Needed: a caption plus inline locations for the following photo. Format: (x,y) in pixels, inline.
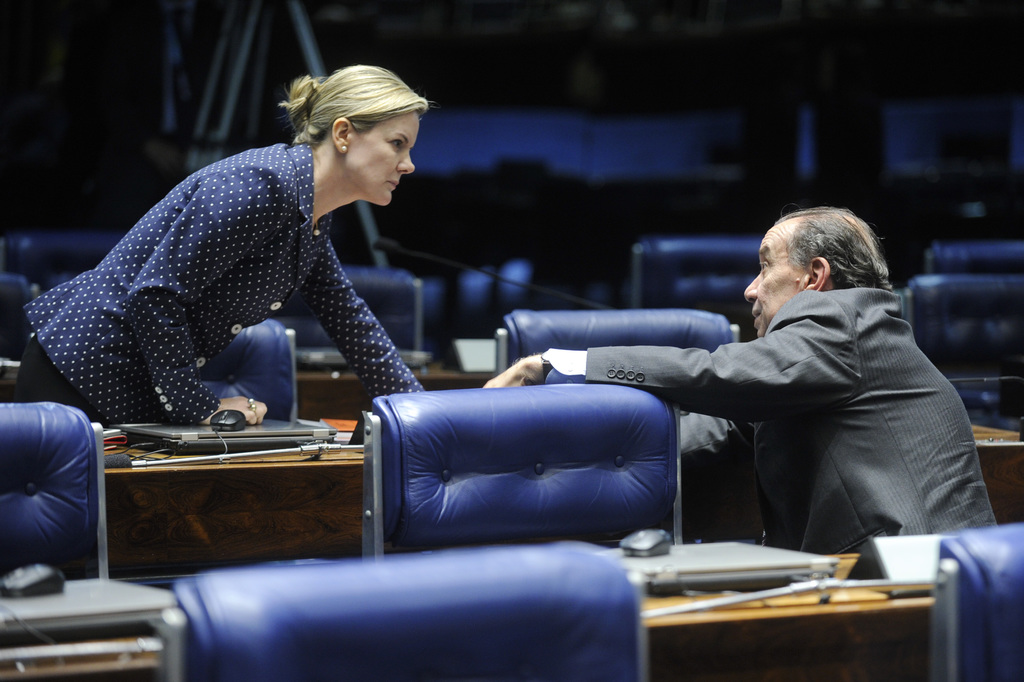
2 people (851,419) are present in a room (693,190). there are blue color chairs (457,469) and tables (155,484). on the table (249,457) there are laptops (254,439) and mouse (223,418). a person (815,433) is sitting wearing a suit (848,405). in front of him on the left (159,261) a person (198,280) is standing wearing a blue shirt (128,388).
